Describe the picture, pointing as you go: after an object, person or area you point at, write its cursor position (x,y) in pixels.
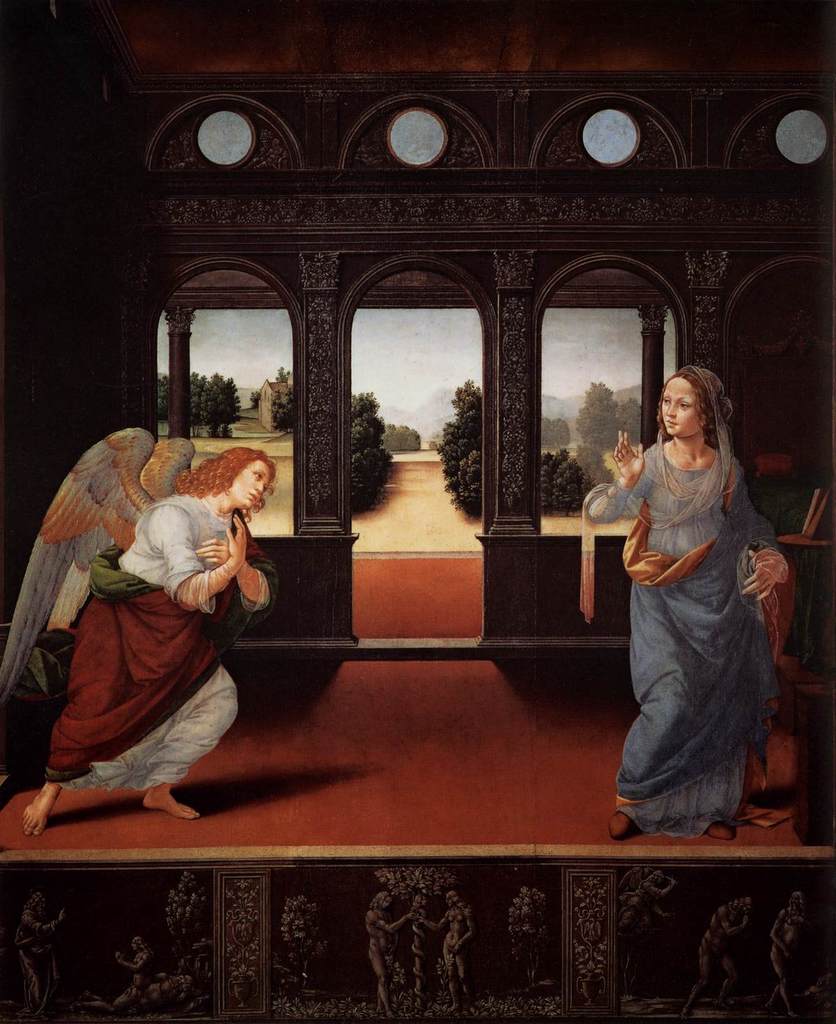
In this image there is a painting (480,658) of two ladies (649,620) standing on the stage (390,761), one of them is wearing wings (112,530) on his shoulder (152,533). In the background (230,423) there is a wall (411,270) and trees (408,438).
